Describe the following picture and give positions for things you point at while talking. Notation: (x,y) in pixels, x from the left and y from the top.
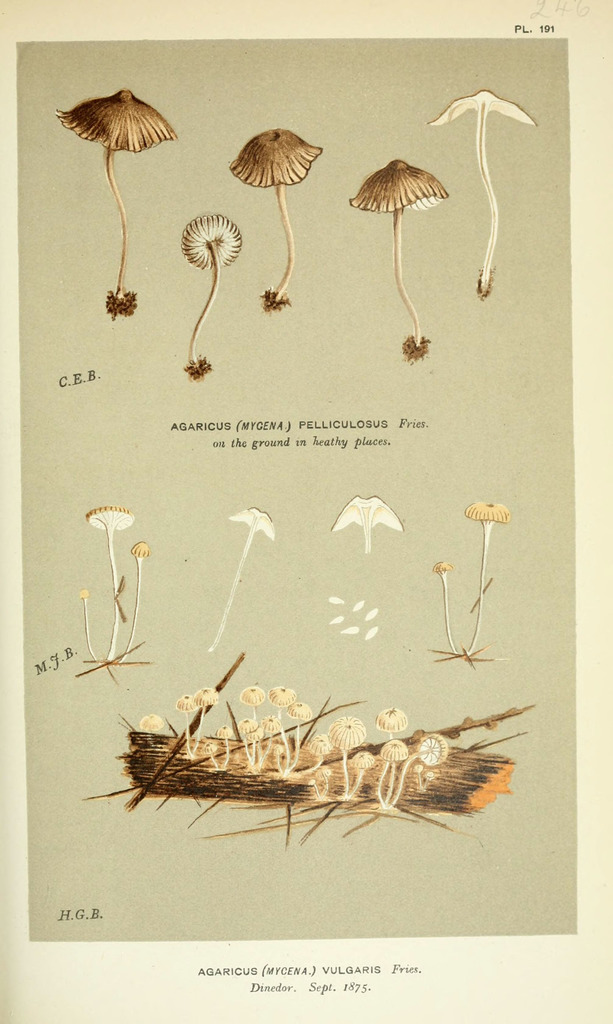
This image looks like a paper (254,810). There are some pictures (91,136) of mushrooms (72,114) in this image.
